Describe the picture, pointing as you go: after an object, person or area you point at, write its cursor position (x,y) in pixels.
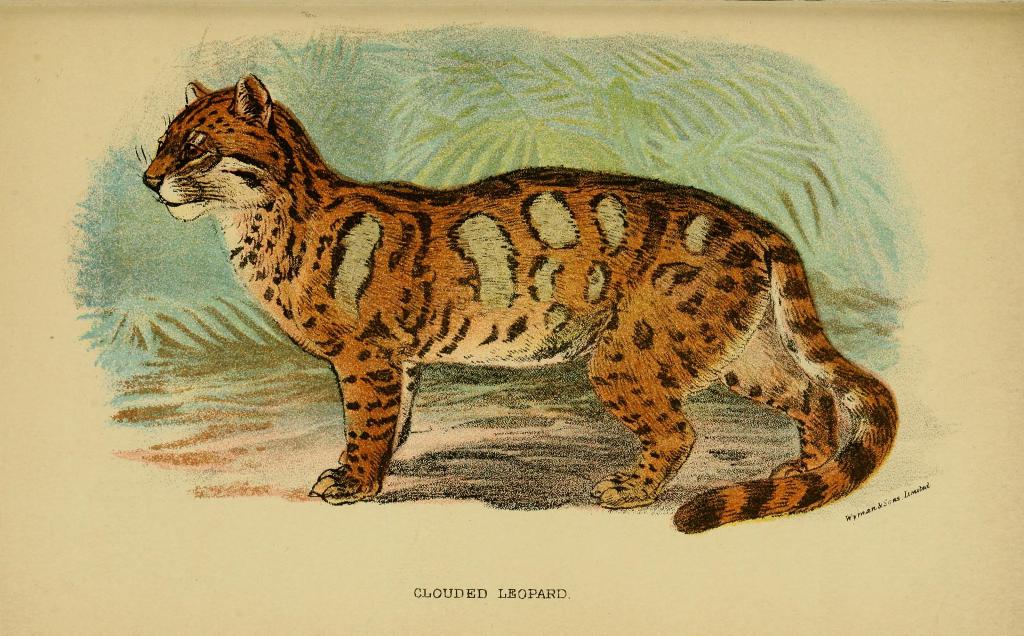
In this picture I can see an animal (385,296) in the middle (547,308), it is a painting. At the bottom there is the text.
